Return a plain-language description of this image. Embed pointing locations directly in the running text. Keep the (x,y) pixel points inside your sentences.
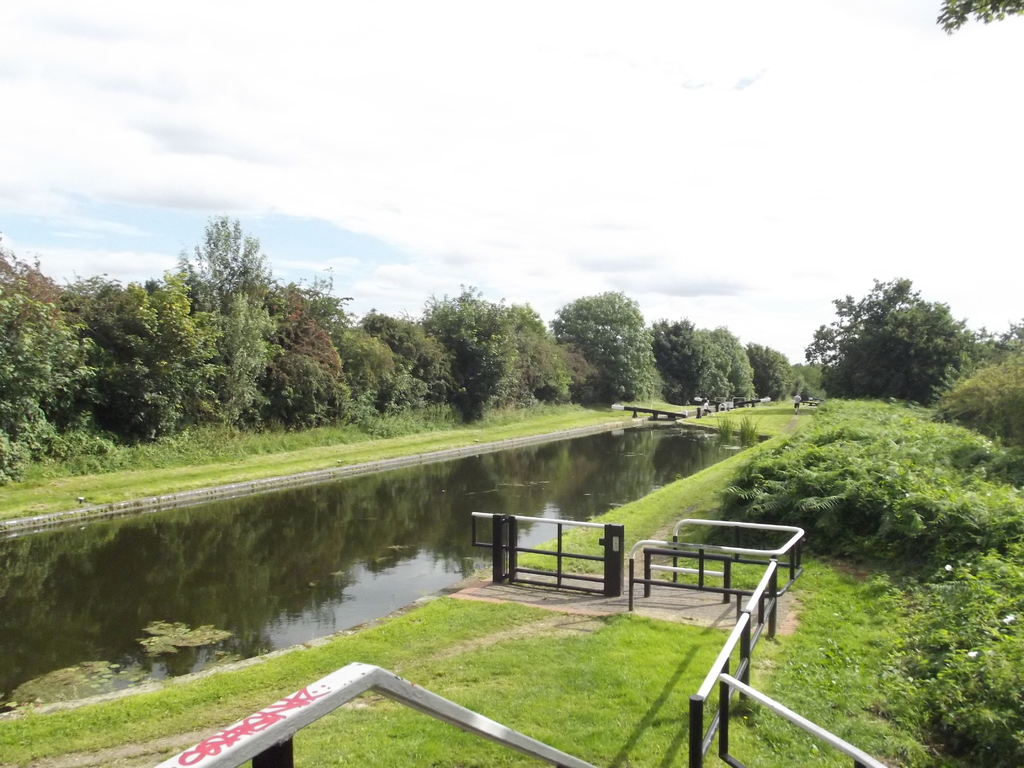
There is fencing (733,762) near grass (556,651) on the ground (523,650) and a lake (407,504). On the right side (951,575), there are plants (973,492) and trees (865,371) on the ground (720,594). In the background (776,327), there are plants (85,449), grass (666,404) and trees (698,385) on the ground (37,490) and there are clouds (547,236) in the blue sky (356,201).
